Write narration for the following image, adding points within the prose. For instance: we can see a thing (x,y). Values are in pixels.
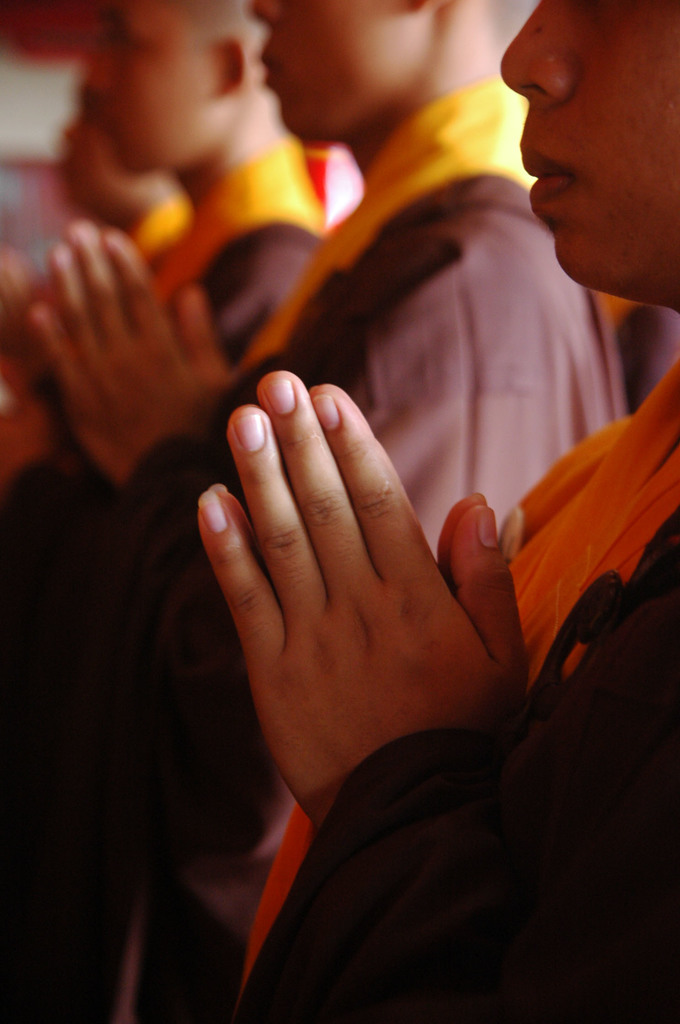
In this image we can see few people (349,287). In the background (47,105) it is blur.
